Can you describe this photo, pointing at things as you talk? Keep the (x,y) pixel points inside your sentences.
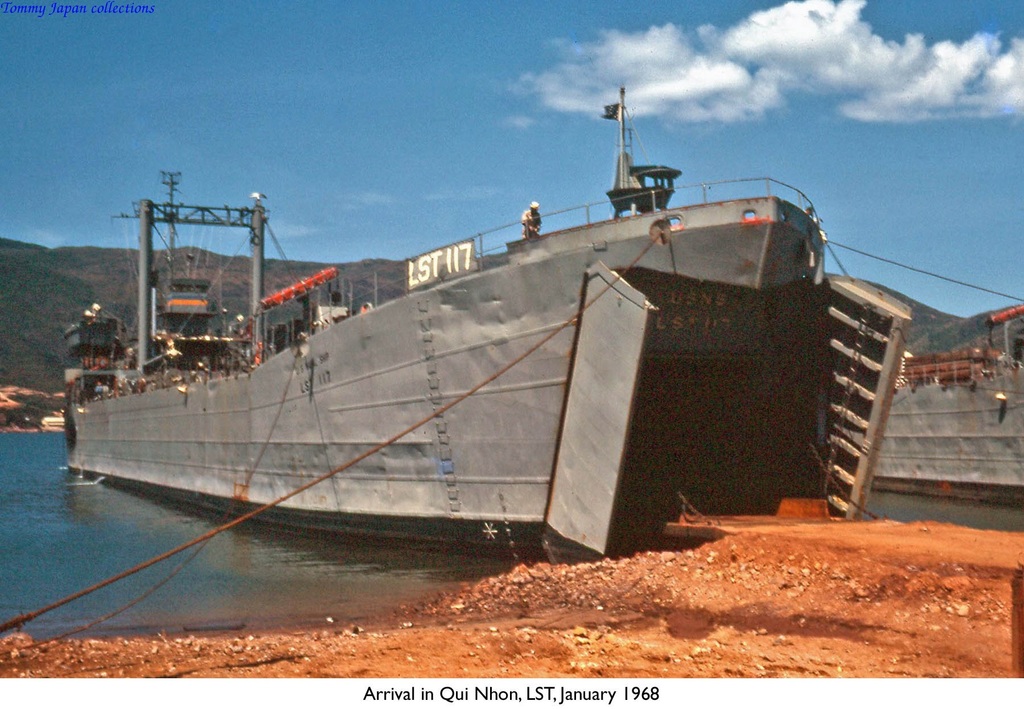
On the right side (886,575), there is ground (489,660). In the background (972,450), there are ships (775,297) parked on the water (133,531), there is a mountain (117,270), and there are clouds (972,80) in the blue sky (248,65).
